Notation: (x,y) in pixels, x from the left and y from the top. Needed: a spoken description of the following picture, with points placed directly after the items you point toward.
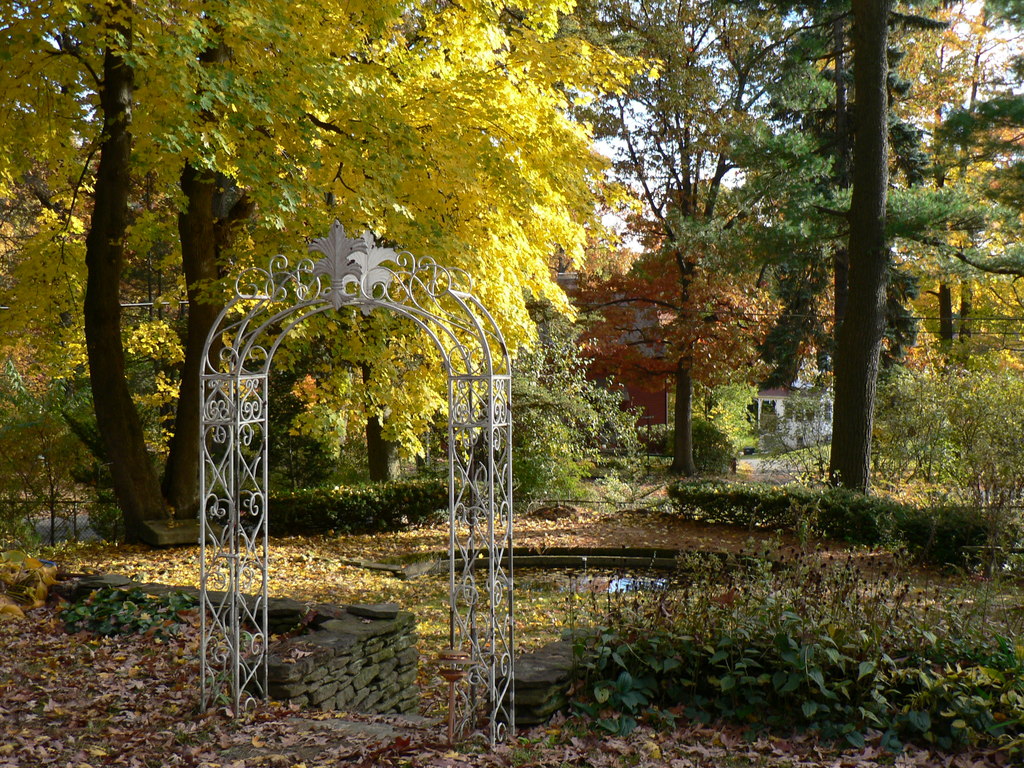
In this picture, we see an arch (257,416). At the bottom (275,706), we see the dry leaves (169,641) and the shrubs (821,626). Behind the arch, we see a wall (366,672) which is made up of stones (410,613). In the middle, we see the water (666,570) in the pond (521,577). There are trees (378,464), shrubs (321,463) and the buildings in the background (730,352).
